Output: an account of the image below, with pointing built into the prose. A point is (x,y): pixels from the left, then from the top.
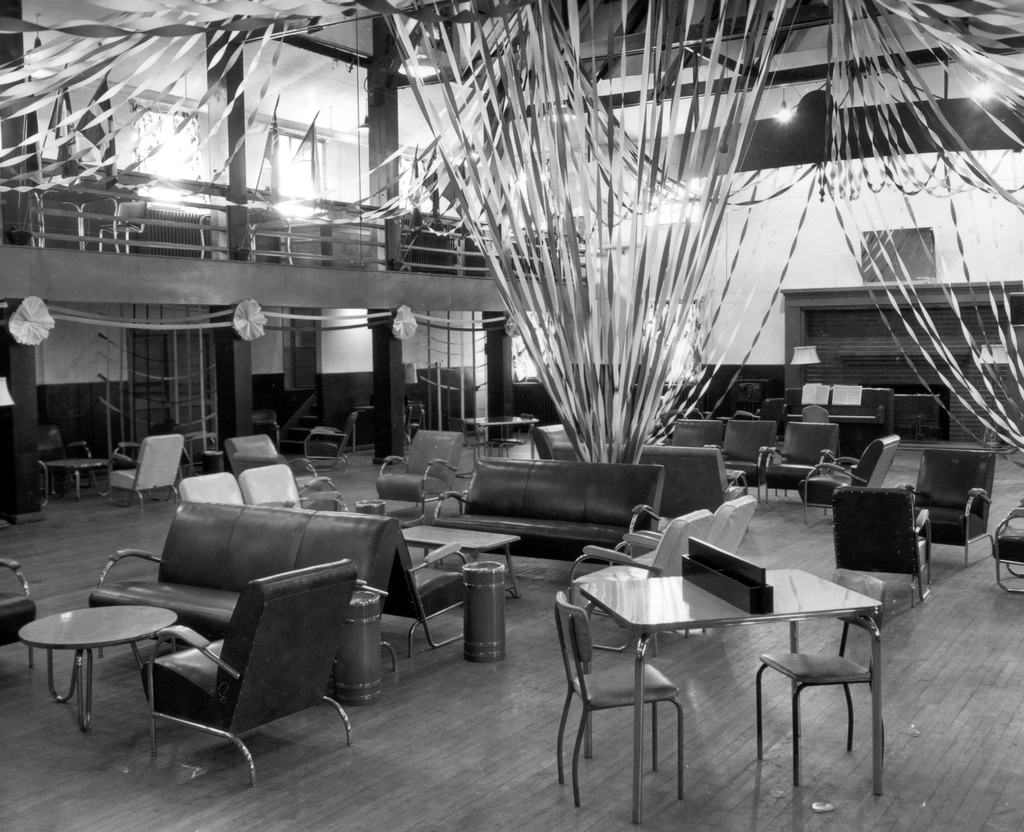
A black and white picture of a room (393,694). This are couches (590,479), chairs (150,461) and tables (111,627). A bin (476,590) on floor (481,730). This are ribbons (528,86). A light (784,118) with roof top (774,84).
